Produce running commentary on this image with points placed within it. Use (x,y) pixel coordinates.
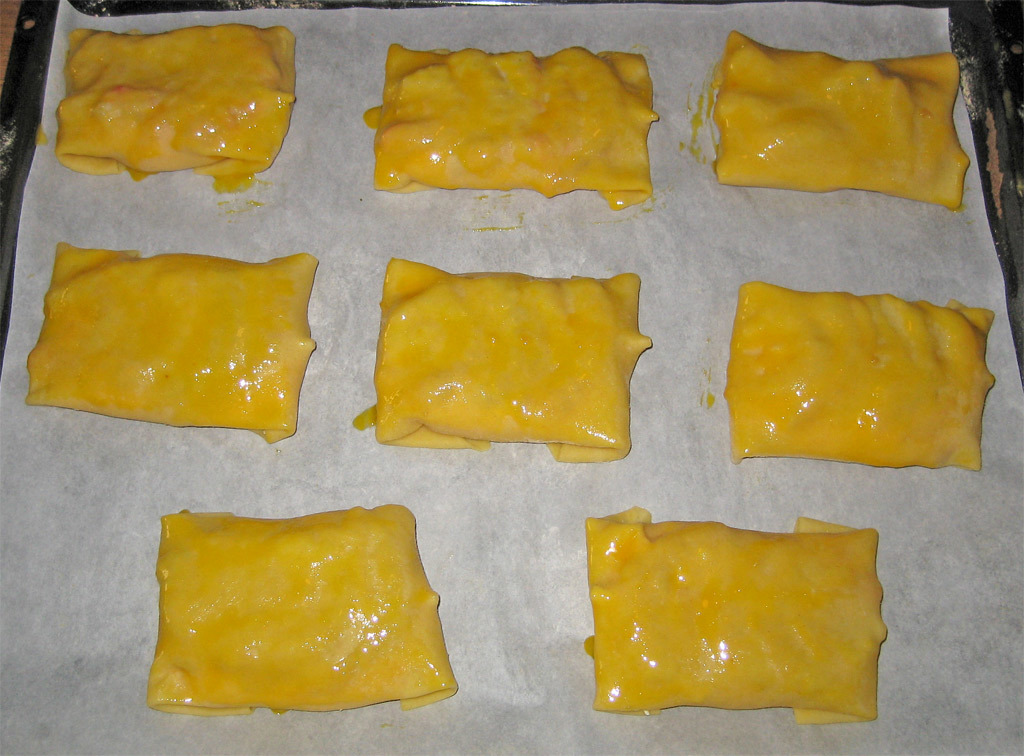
In this image we can see food items (444,149) present on a white color paper (311,245).
